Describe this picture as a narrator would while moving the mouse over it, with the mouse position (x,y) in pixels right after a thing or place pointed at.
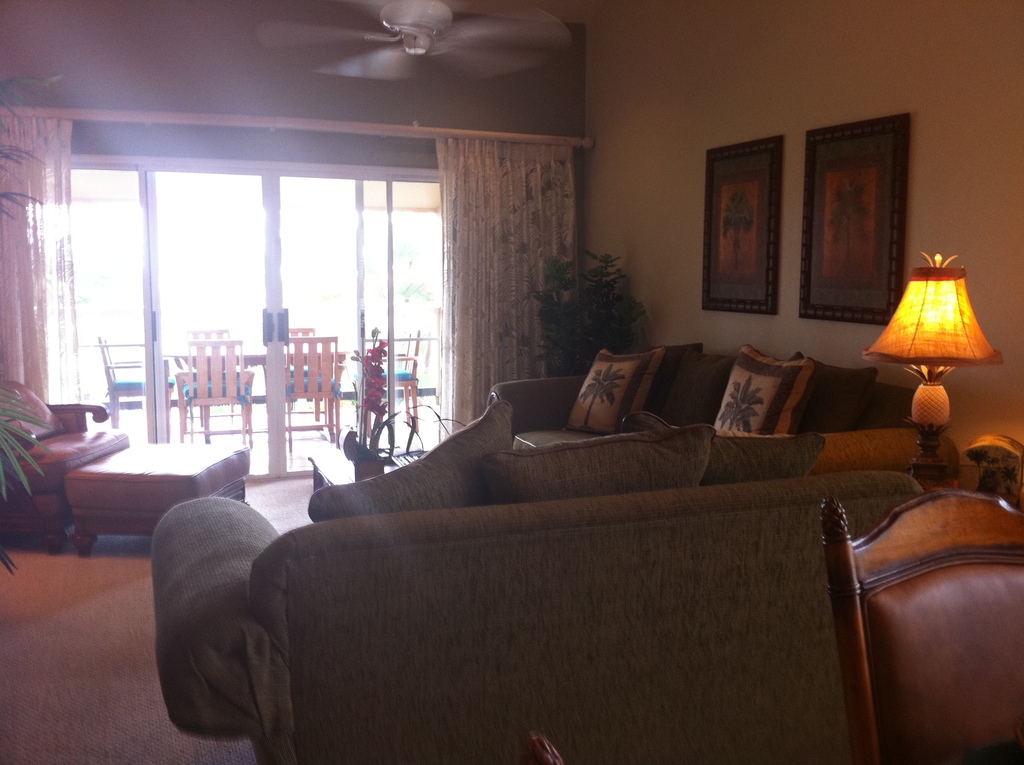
This is the image of the living room (460,108) where there is a fan (401,38) attached to the ceiling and there is a carpet (106,658) and in that carpet (118,692) there are couch (594,549), 3 pillows (674,465), another couch (555,400), 2 pillows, a lamp (936,449) in the table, a photo frame (902,232) attached to the wall (623,173), a plant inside the living room (571,200), curtain (551,205) and at the background (350,276) there are dining table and door (234,278).
